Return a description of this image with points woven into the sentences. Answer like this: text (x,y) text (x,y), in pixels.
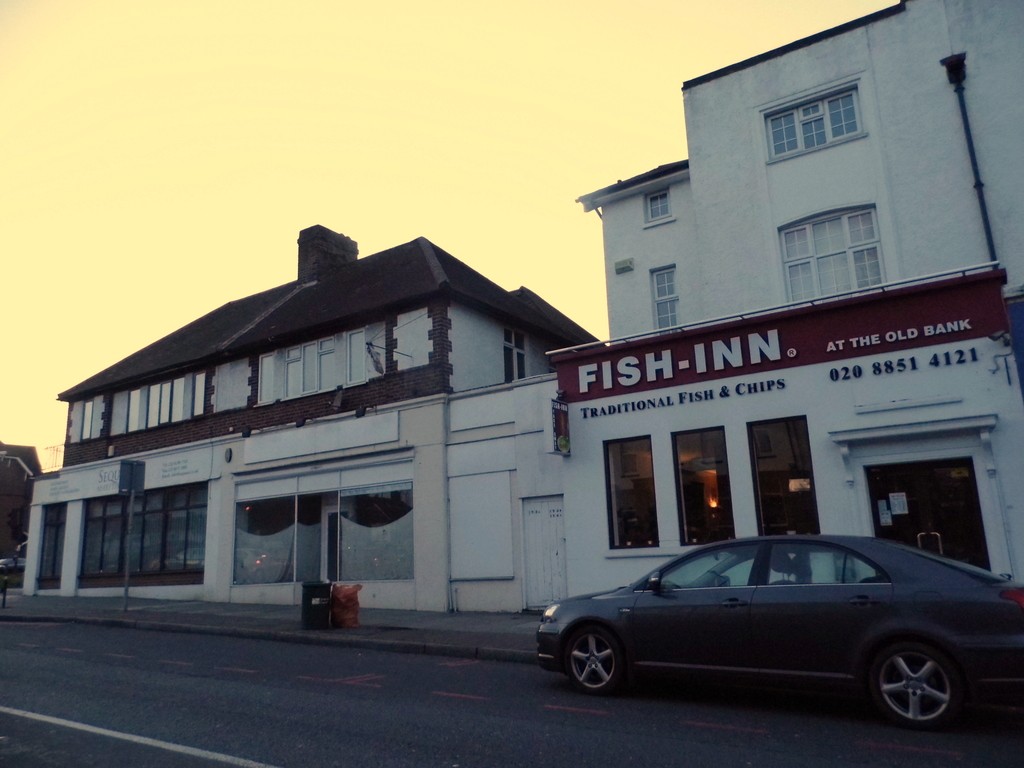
In the image we can see there are buildings (687,541) and there is a car (825,653) standing on the road (609,698).
